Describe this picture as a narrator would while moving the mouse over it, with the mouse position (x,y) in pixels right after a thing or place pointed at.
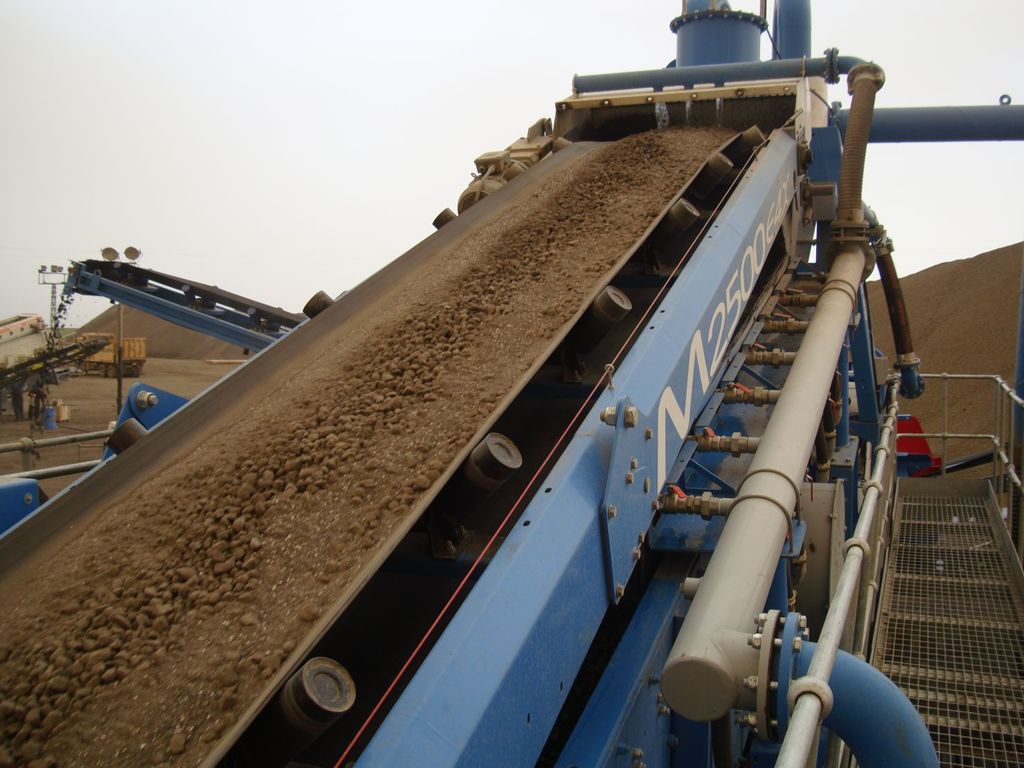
In the center of the image (452,320), we can see a machine (679,368) and in the background (95,360), there is a vehicle (106,353) and we can see sand (975,306).
